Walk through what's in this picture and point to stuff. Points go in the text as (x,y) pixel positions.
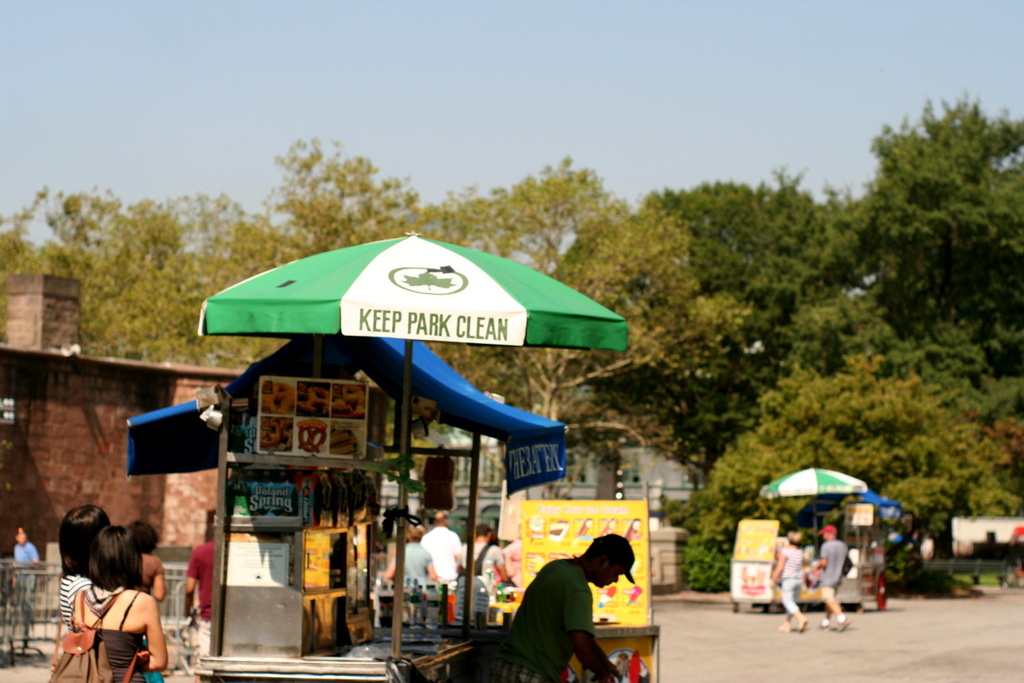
This Picture consists of road (789,637), on the road (865,637) I can see tents (427,301) and a shop (360,533) under the tent shop (364,616) and a person (575,567) visible in front of the tent (431,377) and a bottle (500,596) visible backside of person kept on table (362,643) and I can see there are few persons (134,586) walking on the road (814,609) and I can see another tent (897,504) visible on the right side (938,267) and trees (730,268) and at the top (557,125) I can see the sky (594,107), on the left (49,539) I can see building (31,430), person (18,546).
